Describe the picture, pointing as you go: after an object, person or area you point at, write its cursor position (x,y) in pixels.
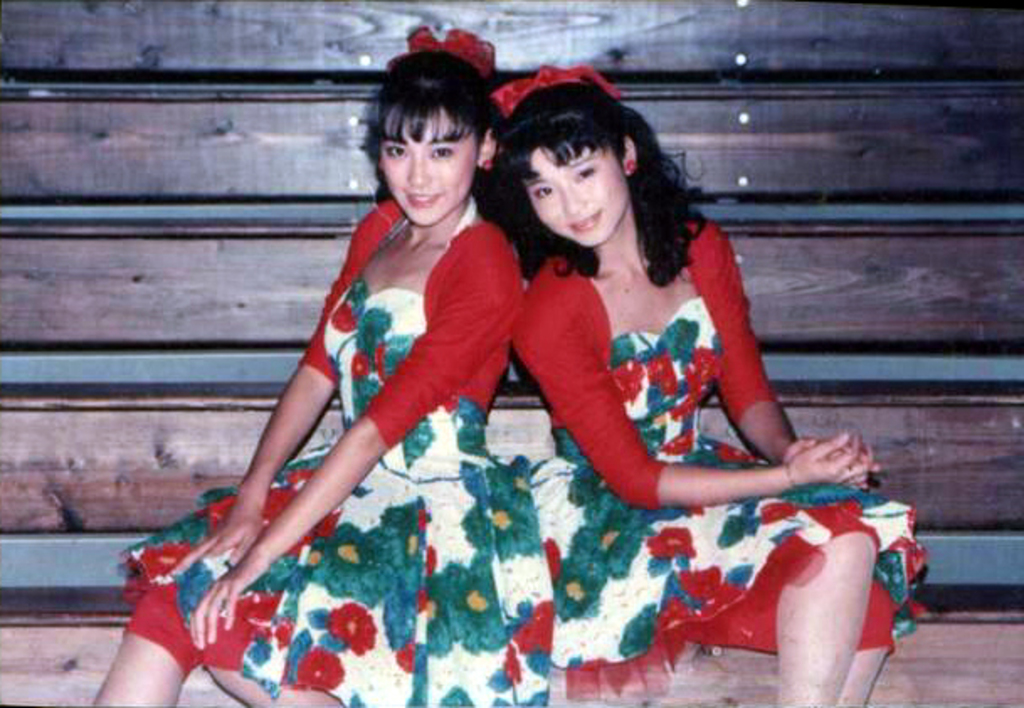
In this image we can see two persons (474,369) wearing similar color dress (462,413) which is of red color and also wearing head ribbon (512,95) and in the background of the image (253,191) we can see some wooden surface (580,57).
